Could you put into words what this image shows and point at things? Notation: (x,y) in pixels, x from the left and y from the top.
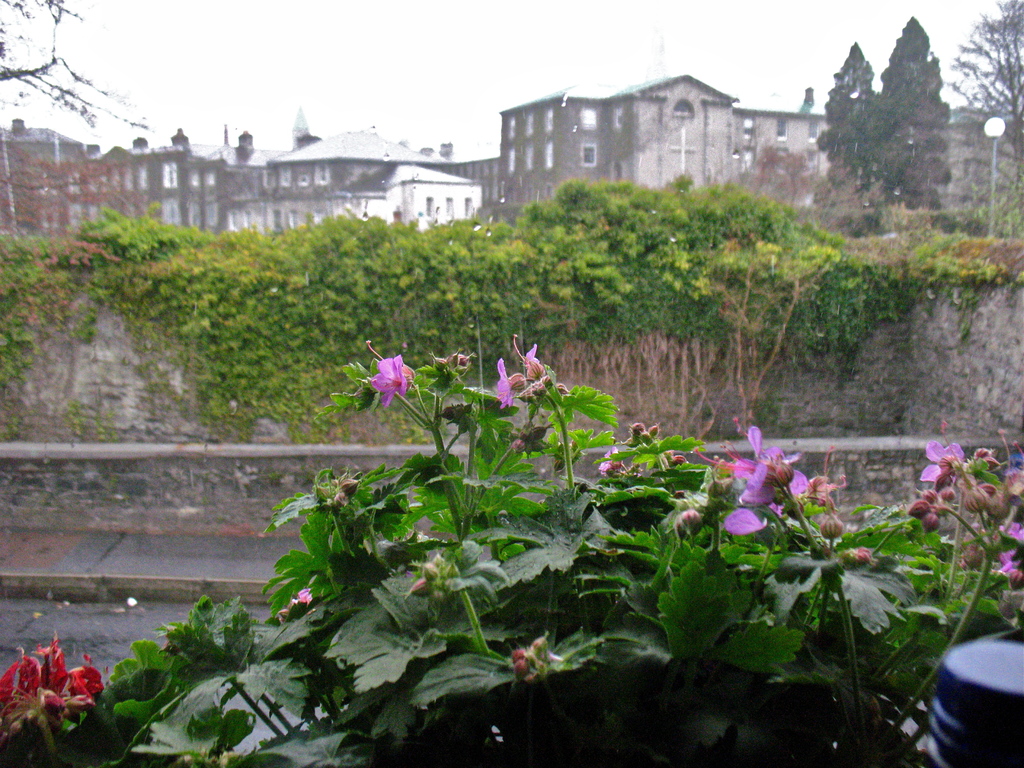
In this picture we can see plants (520,598) and flowers (696,511) and in the background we can see a wall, buildings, electric pole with a light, trees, sky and some objects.
